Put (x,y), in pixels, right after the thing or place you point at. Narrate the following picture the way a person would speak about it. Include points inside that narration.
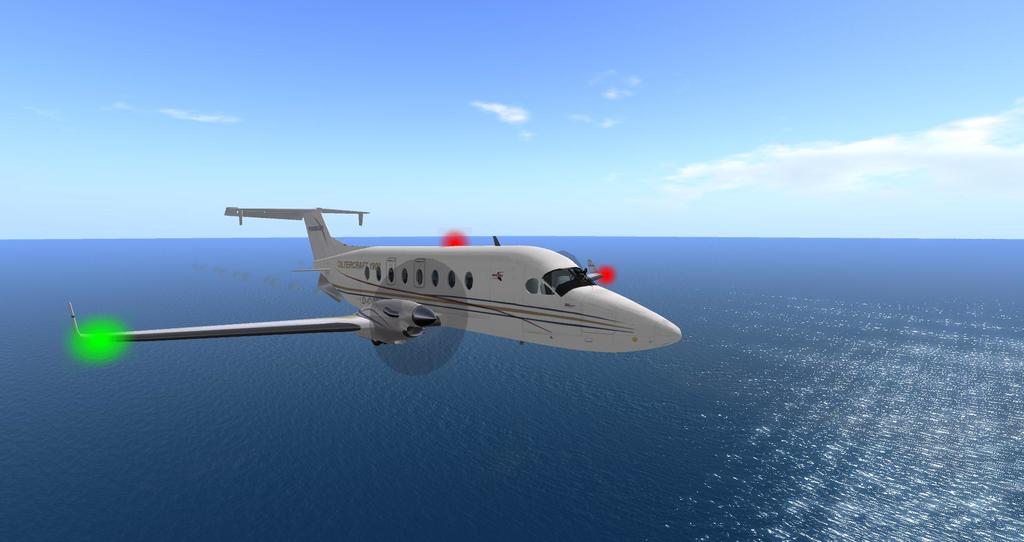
This image is taken outdoors. At the top of the image (173,90) there is a sky (623,125) with clouds (854,156). At the bottom of the image (239,465) there is a sea (630,376). In the middle of the image (625,307) an airplane (316,245) is flying in the sky (195,220).
